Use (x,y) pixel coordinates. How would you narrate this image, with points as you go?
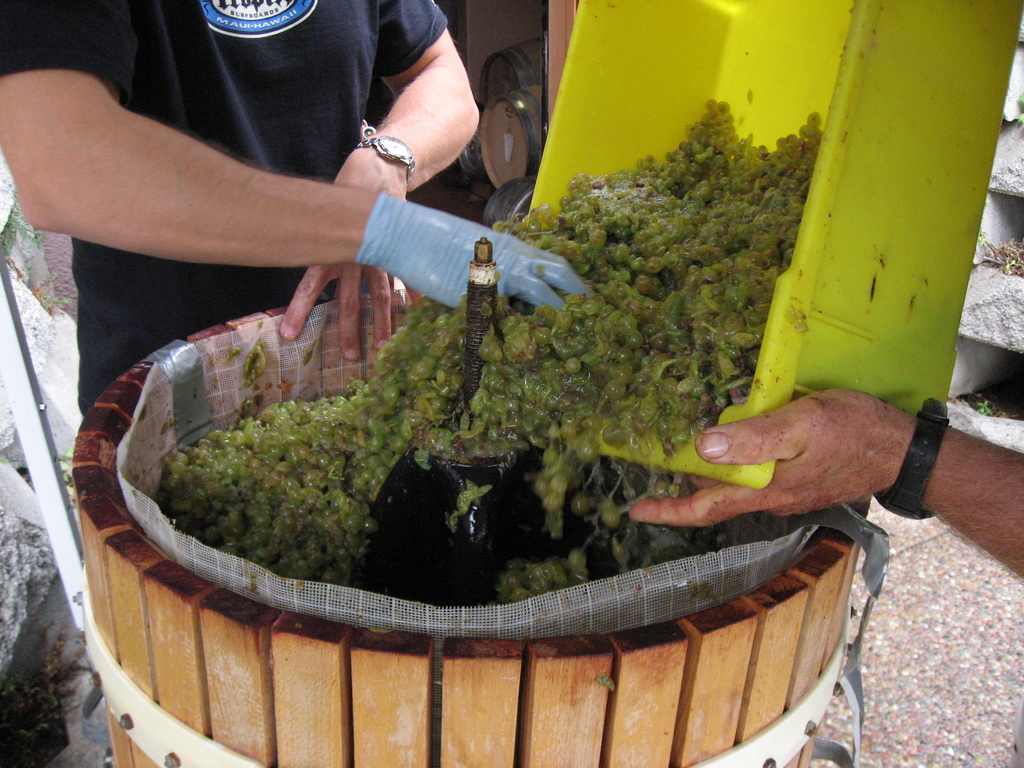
This look like, they are preparing some food (552,443) this man (362,162) wearing a gloves (423,223).
